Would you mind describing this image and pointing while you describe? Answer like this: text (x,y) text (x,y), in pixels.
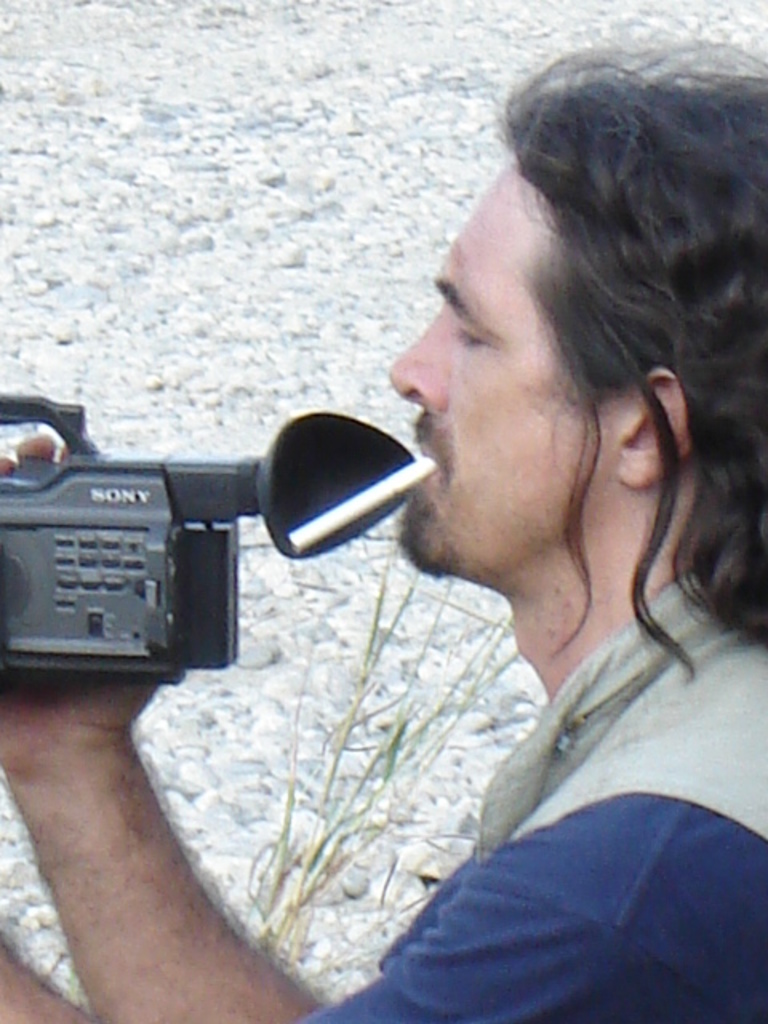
He is holding a camera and having a cigarette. We can see in the background (408,302) white color stones (199,235) and plant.
